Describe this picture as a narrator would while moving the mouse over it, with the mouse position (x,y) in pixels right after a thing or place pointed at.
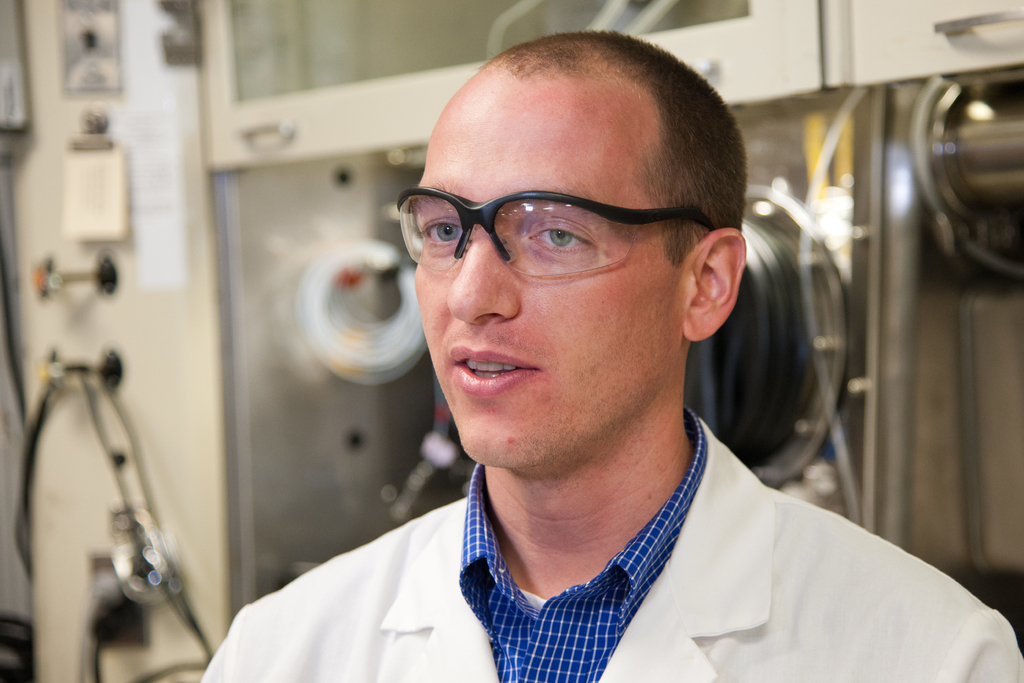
In this image I can see a person (861,637) and the person (929,596) is wearing white and blue color shirt (520,647), background (57,221) I can see wires (710,363) in black color and I can also see few glass doors (245,38) and the wall (188,74) is in white color.
